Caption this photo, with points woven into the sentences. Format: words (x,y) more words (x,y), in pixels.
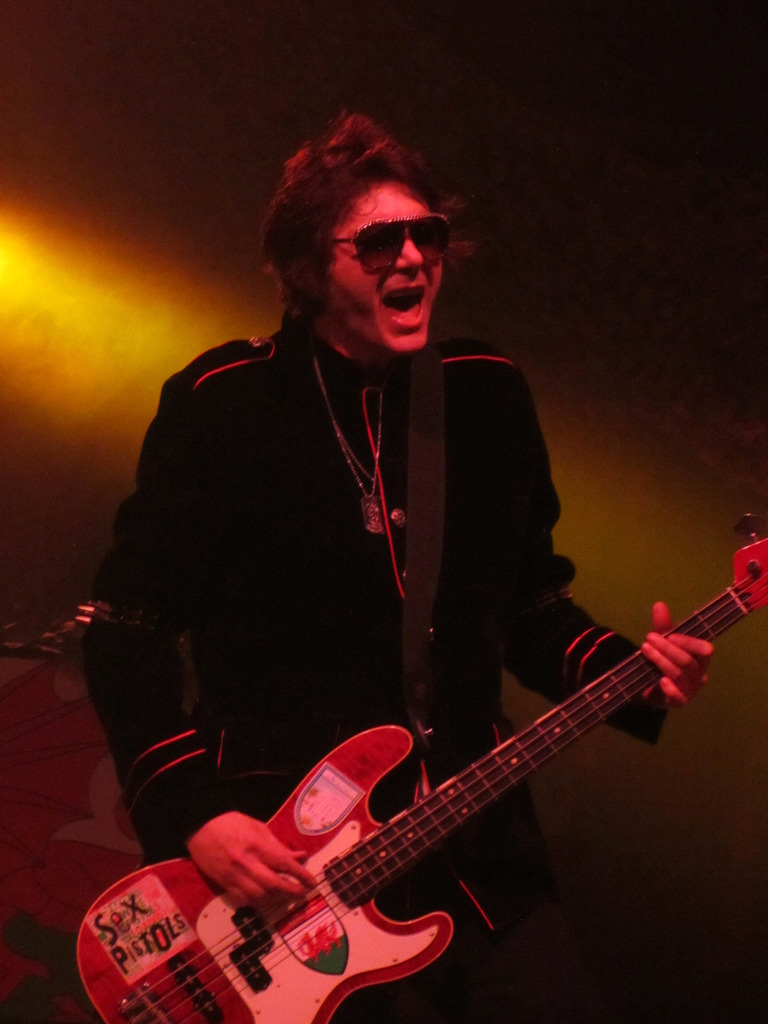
The person (481,444) in this image is standing and holding a guitar (428,964) is singing. He is wearing goggles (447,247) and black shirt (506,730).
